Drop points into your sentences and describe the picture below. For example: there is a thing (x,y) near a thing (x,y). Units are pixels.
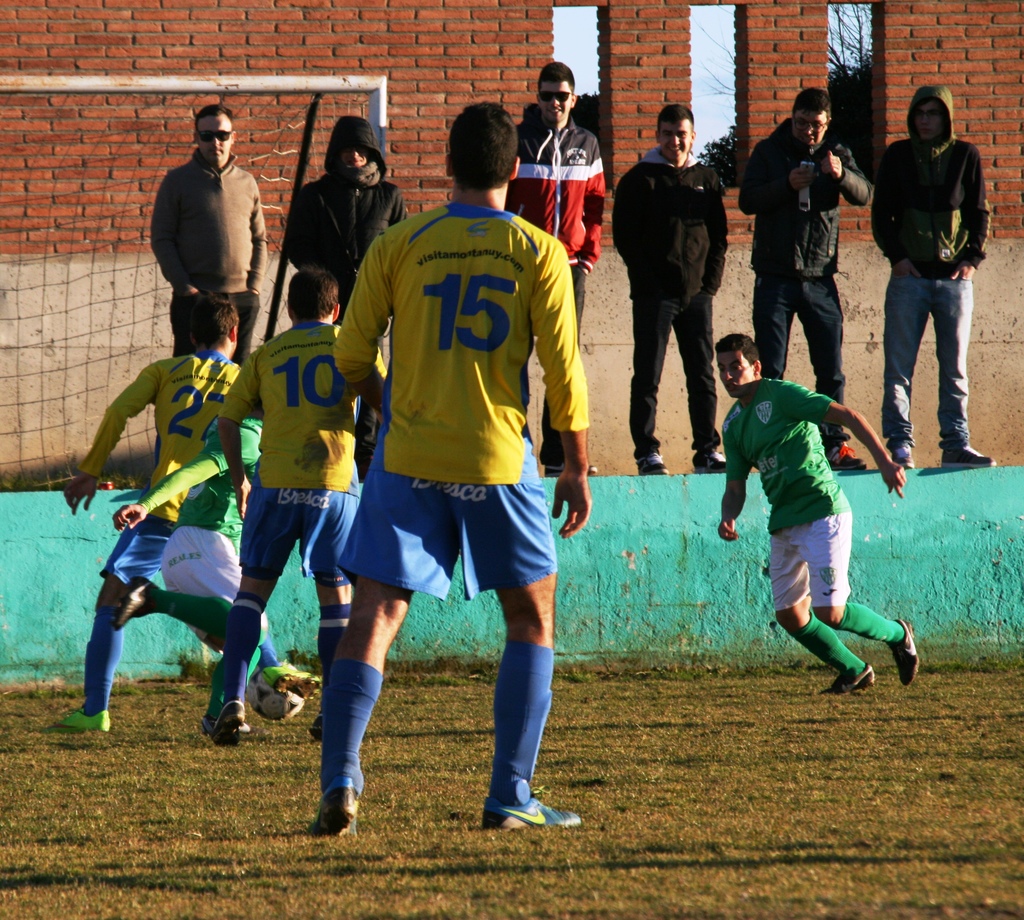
In this image on the background (377,188) there are group of people (958,195) who are standing. In the foreground (470,510) there are four persons (353,466) who are walking towards ball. On the right side (765,451) there is one man (775,478) who is running on the background (532,56) there is a brick wall (241,53) and on the left side (89,168) there is one fence (90,299) and in the bottom (365,818) there is grass (572,804).
